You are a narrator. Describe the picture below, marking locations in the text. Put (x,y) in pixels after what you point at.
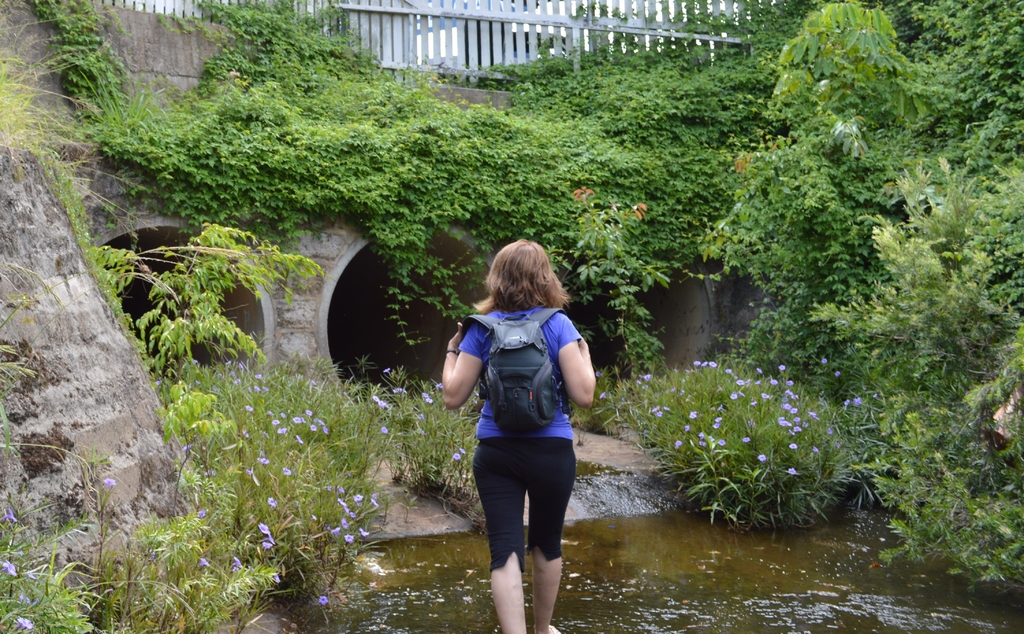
In the picture we can see a woman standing near the water (396,600) wearing a bag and she is in blue T-shirt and around the water (444,606) we can see the grass plants (344,472) with flowers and behind it, we can see a three tunnels (236,312) with a bridge (194,41) at the top of it with a white color railing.
